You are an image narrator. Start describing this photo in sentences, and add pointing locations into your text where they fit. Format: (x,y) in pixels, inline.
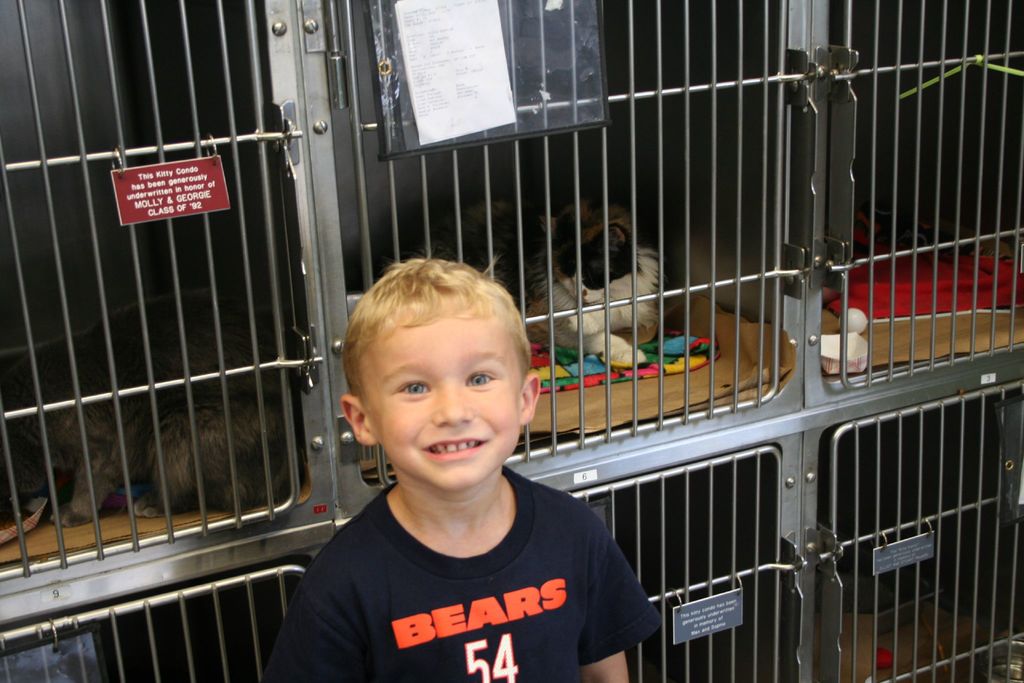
In this picture we can see a kid (461,600) standing here, in the background (719,531) there are some cages (860,402), we can see two cats (616,296) here, there is a board (563,108) here, we can see a paper (454,84) posted here.
